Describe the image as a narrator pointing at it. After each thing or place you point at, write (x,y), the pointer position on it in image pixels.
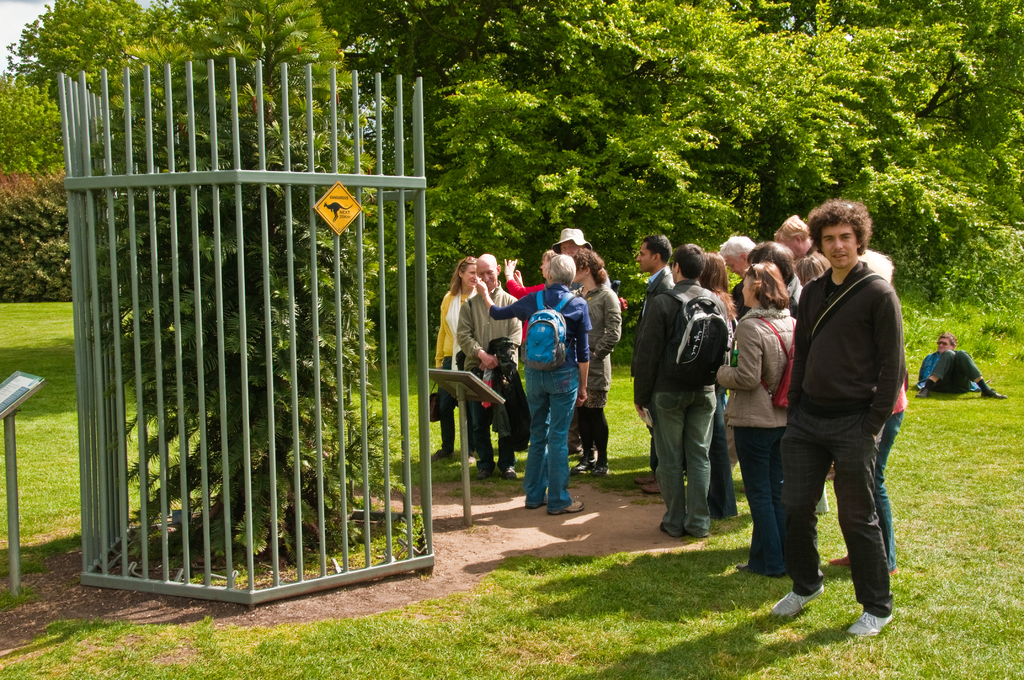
In this image we can see the people (546,398) standing. We can also see the trees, grille (216,114), stands (466,373) and also the grass (673,646). There is a person (964,370) sitting in the background (945,351).
